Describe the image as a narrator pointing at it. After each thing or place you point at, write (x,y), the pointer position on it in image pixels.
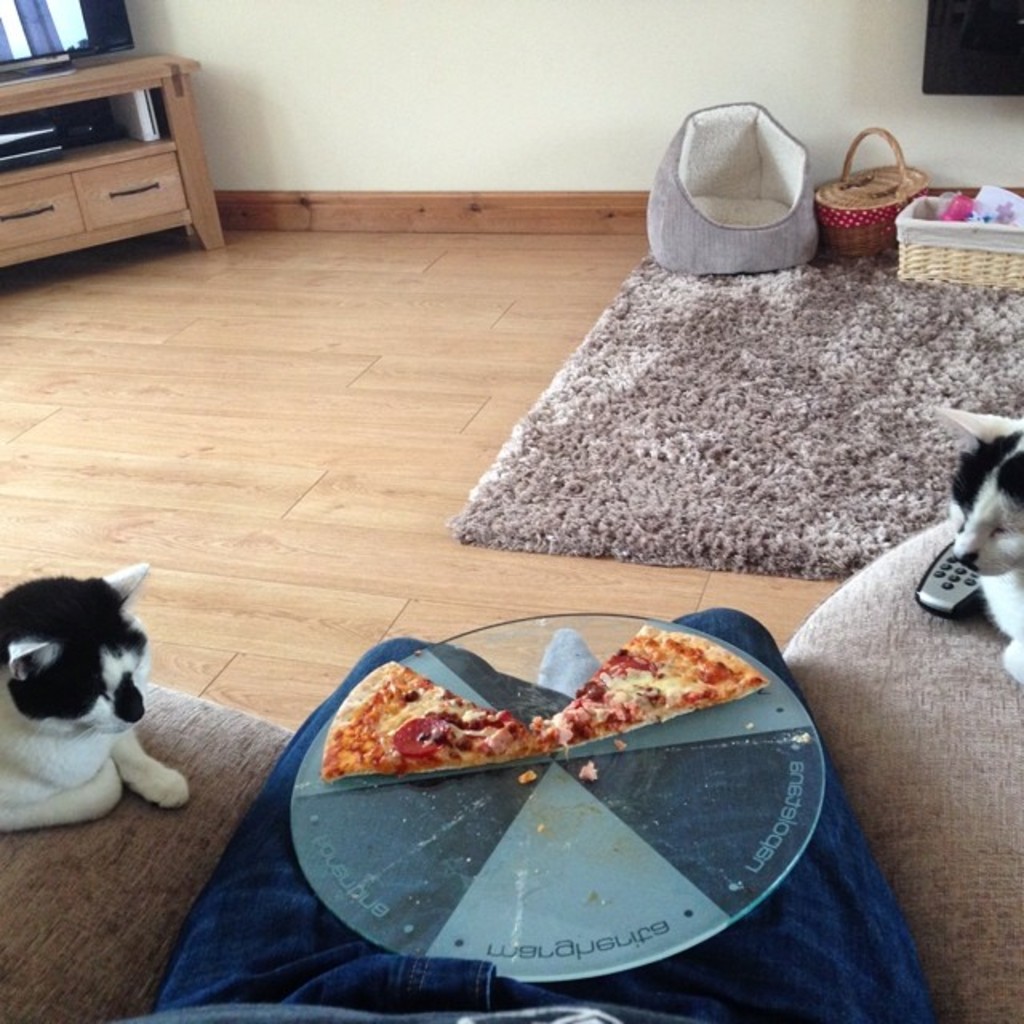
this picture shows two Pizza slices (406,761) on a tray (446,956) on the person's lap (192,964) and we see two cats (982,560) watching it on the couch (954,743) and we see a pet bed (721,193) and two baskets (884,216) and a carpet (810,338) and we see a table (17,90) and on the table (77,75) we see a television (89,16).
